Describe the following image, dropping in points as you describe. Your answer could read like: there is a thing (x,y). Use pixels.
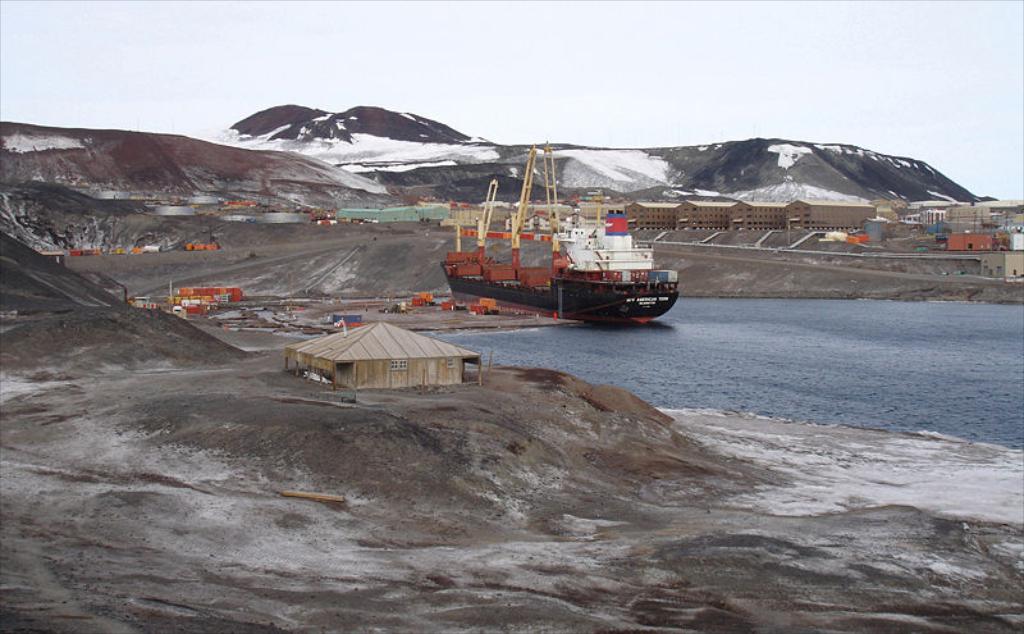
In this image there is a container boat (563,267) at the dock (531,313), in front of the boat (644,312) there is water (686,325), around the boat (584,289) there are buildings (774,207), container boxes (222,296) and mountains (824,199).
